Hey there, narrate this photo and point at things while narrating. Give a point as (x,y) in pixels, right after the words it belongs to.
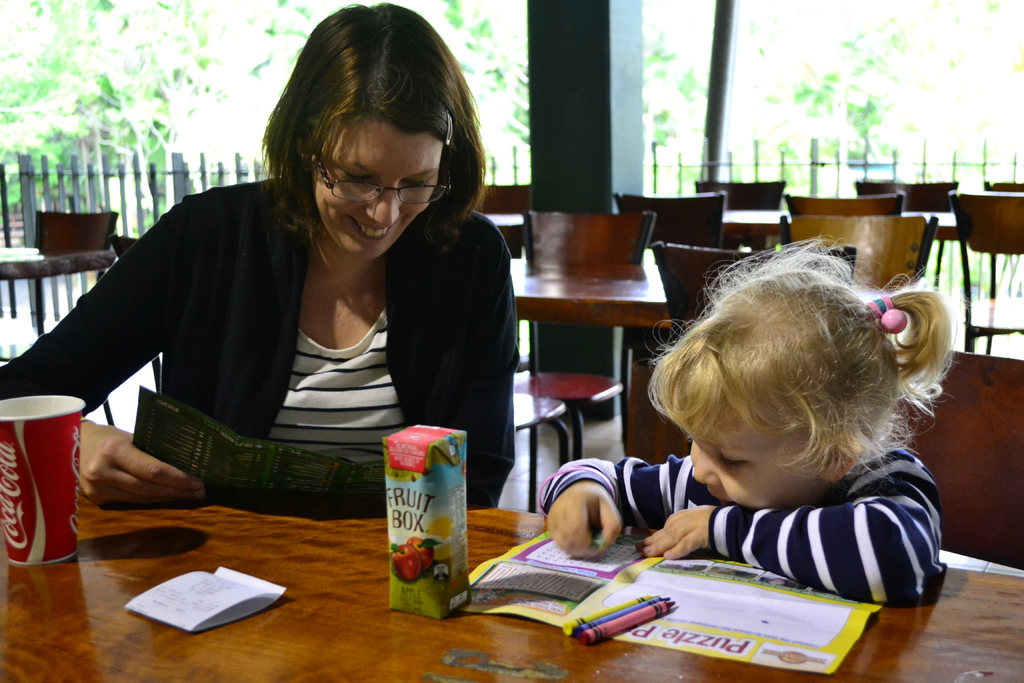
In this image one woman (316,268) and one girl (736,442) is sitting on the chair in front of the table (322,617) there are some juices (45,486), papers (628,569) and pens (630,623) are there behind the woman (415,346) there are so many chairs (514,211) are there and behind the woman (226,296) there are so many trees (230,85) are also there and the woman (354,228) is wearing white t-shirt (334,403), black coat (219,307) and glass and the background (192,102) is sunny.
